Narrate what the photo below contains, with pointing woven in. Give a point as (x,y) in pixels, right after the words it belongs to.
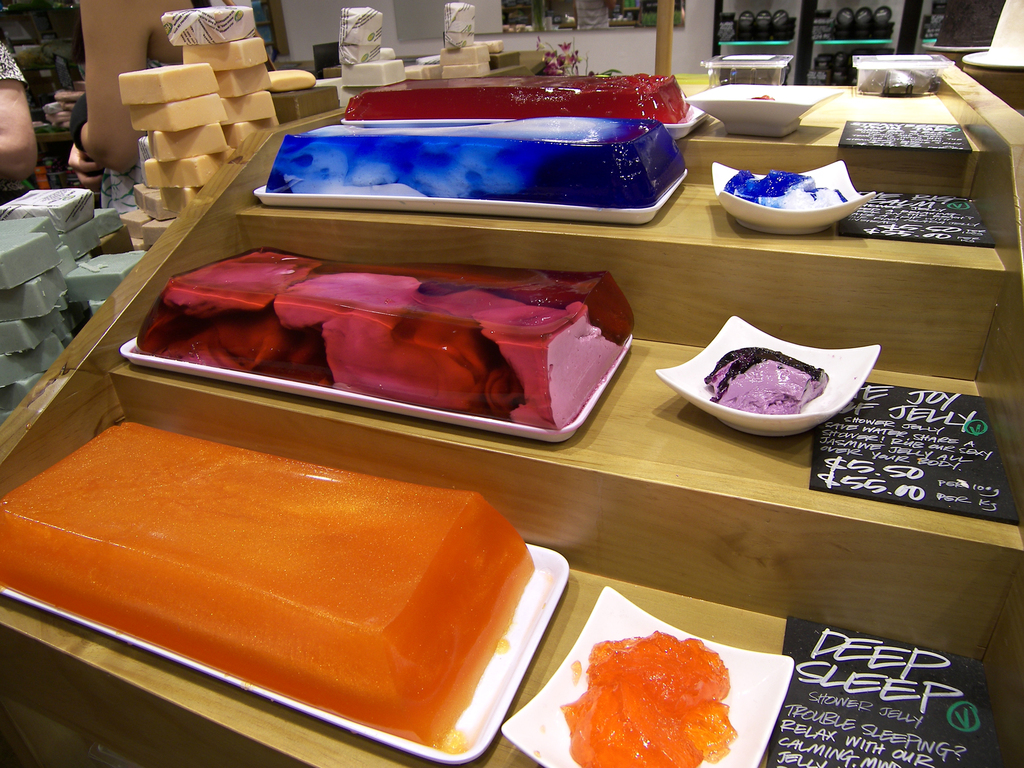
This image consists of jellies (491,317) kept on the plates (587,635). To the left (38,237), there are soaps (7,339). To the right (908,752), there are boards (906,716) kept on the desk (683,543) made up of wood (852,553).
